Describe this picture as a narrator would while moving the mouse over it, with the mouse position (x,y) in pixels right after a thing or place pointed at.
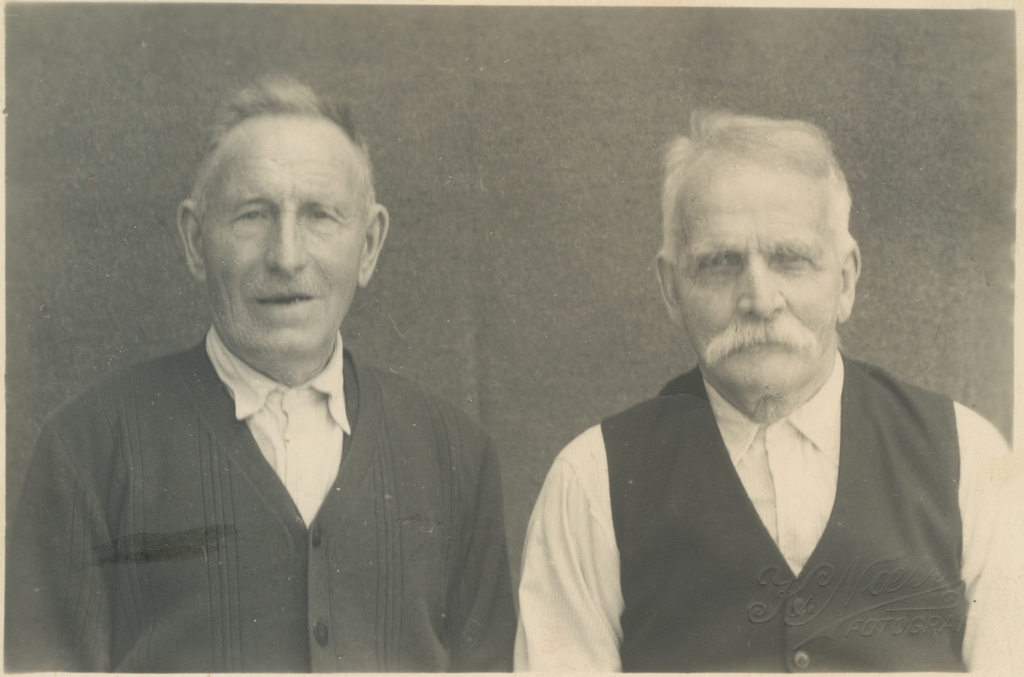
This is a black and white image. In this image we can see two persons (243,318). In the background (355,54) there is wall (53,159).
